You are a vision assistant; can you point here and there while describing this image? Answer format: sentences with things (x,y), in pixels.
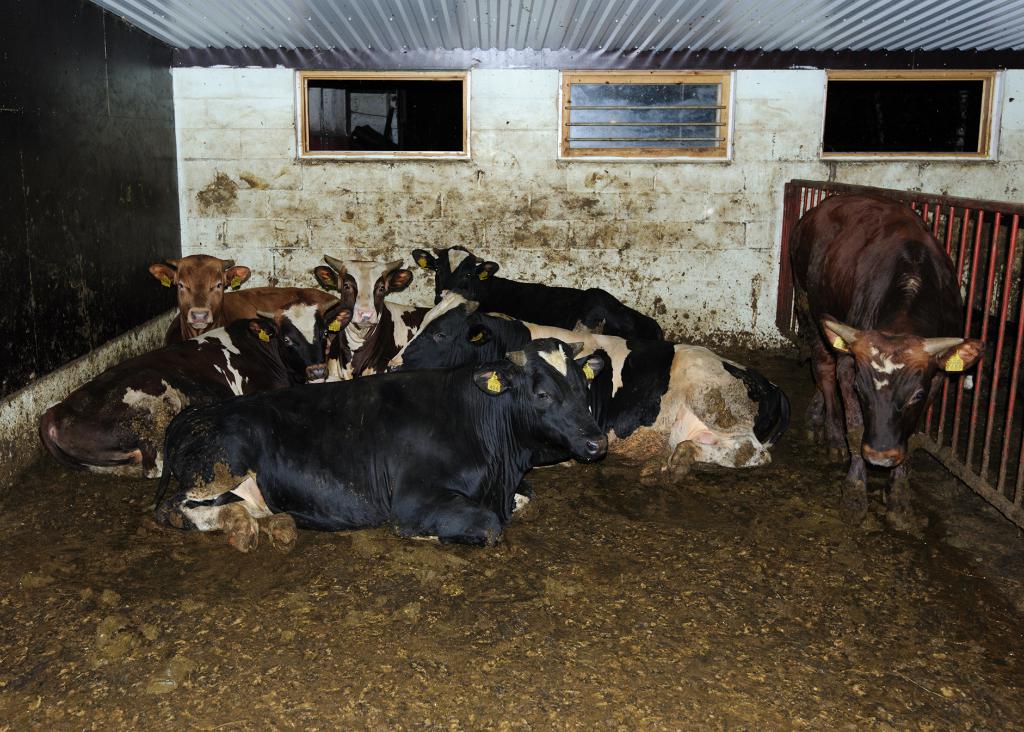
In this picture we can see a few animals (585,318) sitting on the ground (545,597). We can see an animal (874,344) standing on the ground (944,471) visible on the right side (907,361). There is a fence (882,194) visible on the right side (993,317). We can see a steel plated roofing sheet (509,28) on top of the picture (212,3). A wall (257,171) is visible in the background (435,208).
